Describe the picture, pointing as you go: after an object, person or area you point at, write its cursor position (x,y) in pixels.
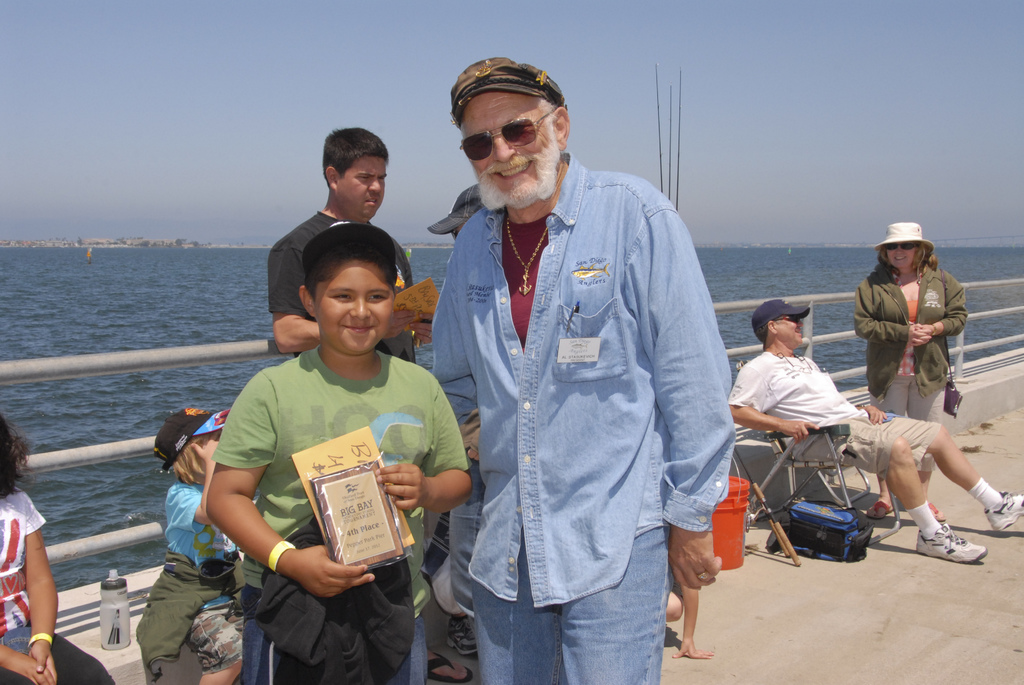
This image consists of water (7,264) in the middle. There are some persons (436,367) in the middle (485,368). Some are sitting and some are standing. There is sky (37,43) at the top (133,65).
